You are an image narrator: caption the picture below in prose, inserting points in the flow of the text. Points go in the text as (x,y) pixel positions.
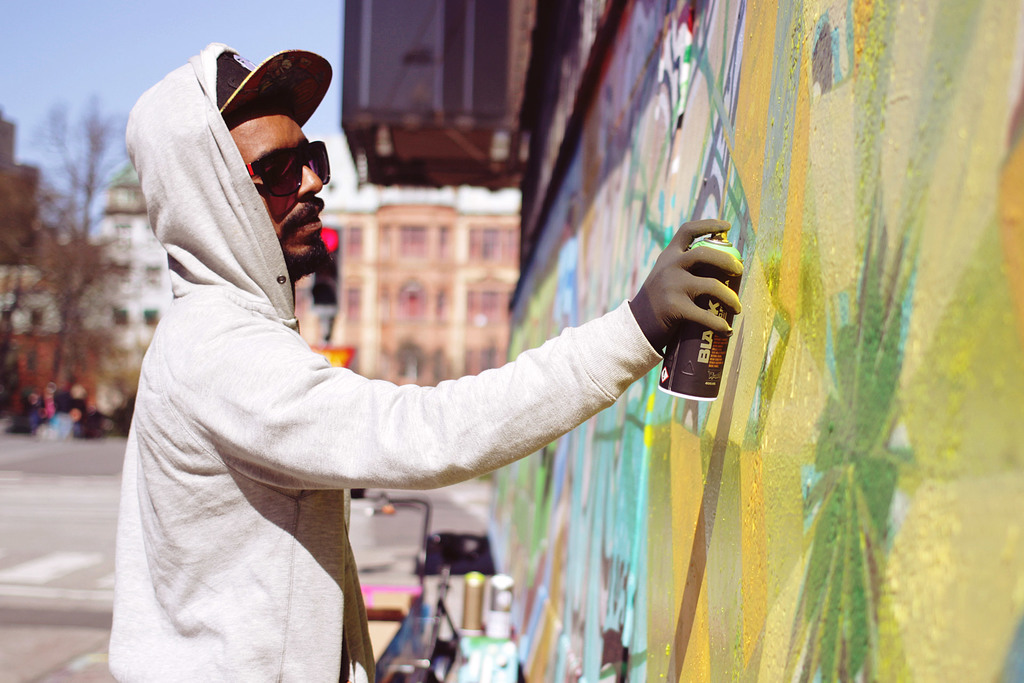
There is a person (271,170) in a hoodie (277,524) holding a tin (673,354) and spraying colors (827,246) on the wall (527,645). In the background (515,649), there are some objects (373,644) on the footpath (463,529), there is a road (41,553) on which, there is a zebra crossing (68,554), there are buildings (425,340), there are trees (76,231) and there is blue sky (76,26).
